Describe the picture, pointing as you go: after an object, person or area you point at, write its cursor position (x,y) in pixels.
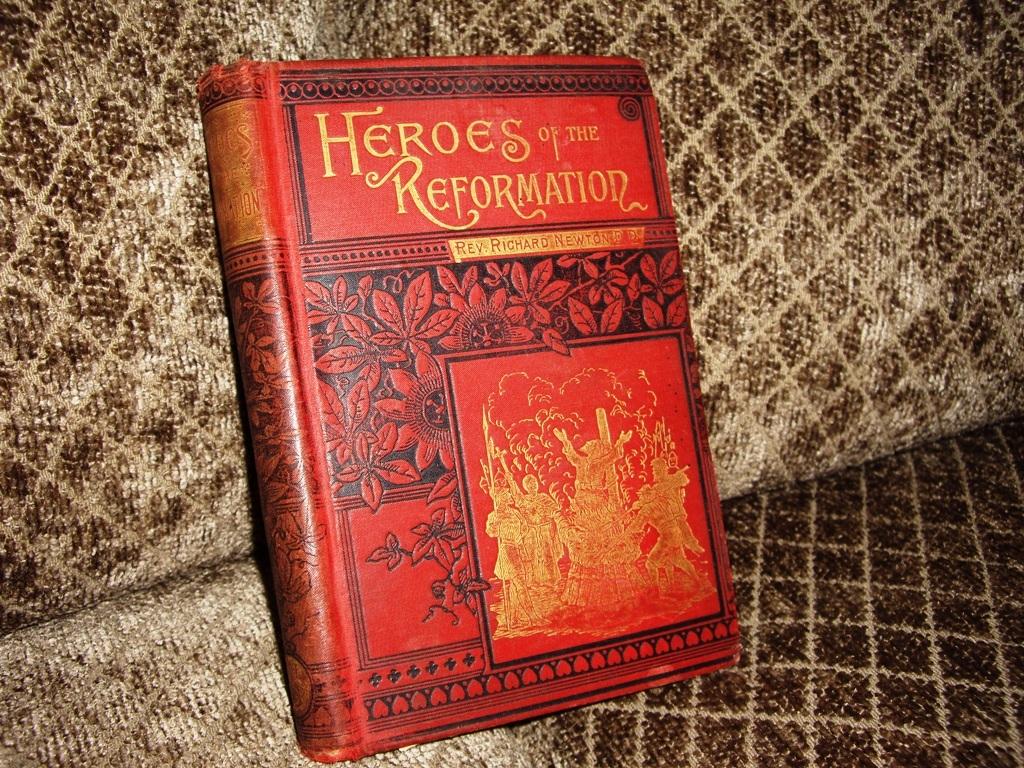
This image consists of a book (520,92) on the sofa (772,371). This picture is taken in a house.
